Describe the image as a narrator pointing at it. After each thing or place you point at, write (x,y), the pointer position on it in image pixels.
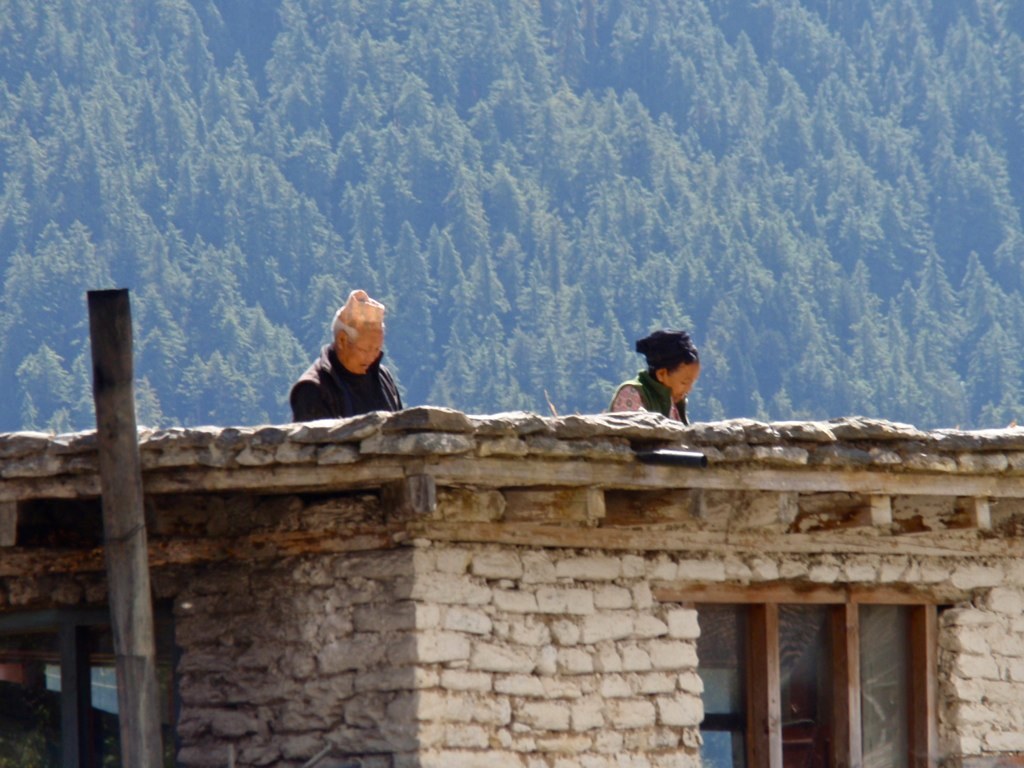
In this image we can see a brick house (372,638) and a window (811,659). On the top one man (302,388) and woman (662,384) is there. Background of the image (523,392) trees (579,402) are present.
